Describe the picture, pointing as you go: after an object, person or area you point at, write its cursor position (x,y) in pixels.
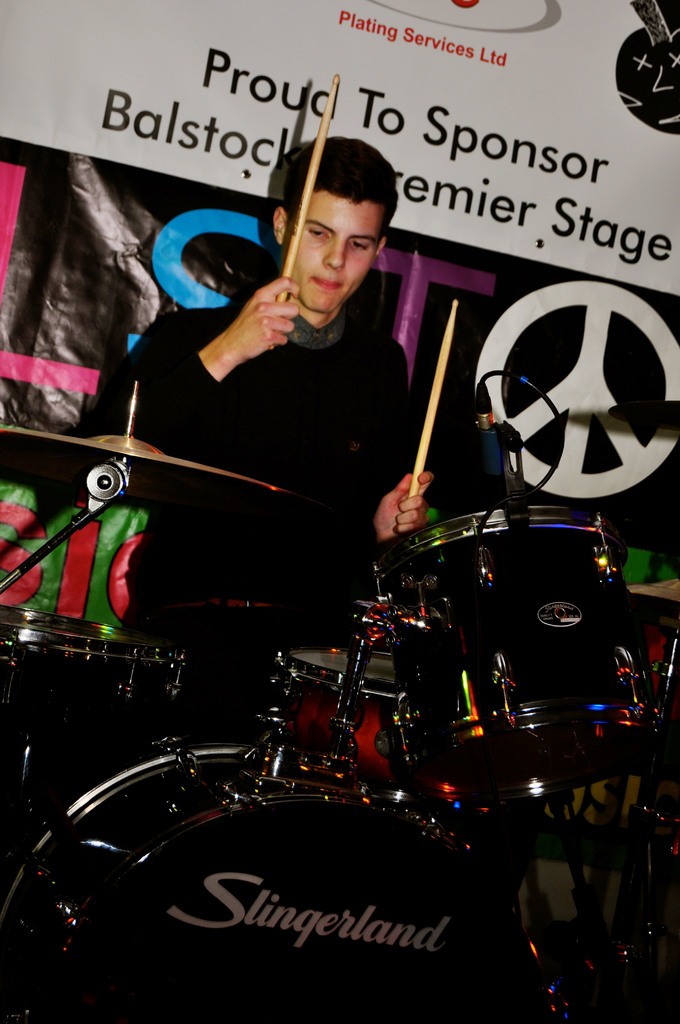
In the picture there is one person (256,383) sitting on the chair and playing the drums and holding sticks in his hands (287,317) and he is wearing black dress (276,435) behind him there is a big poster (404,67) and some text (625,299) written on it.
